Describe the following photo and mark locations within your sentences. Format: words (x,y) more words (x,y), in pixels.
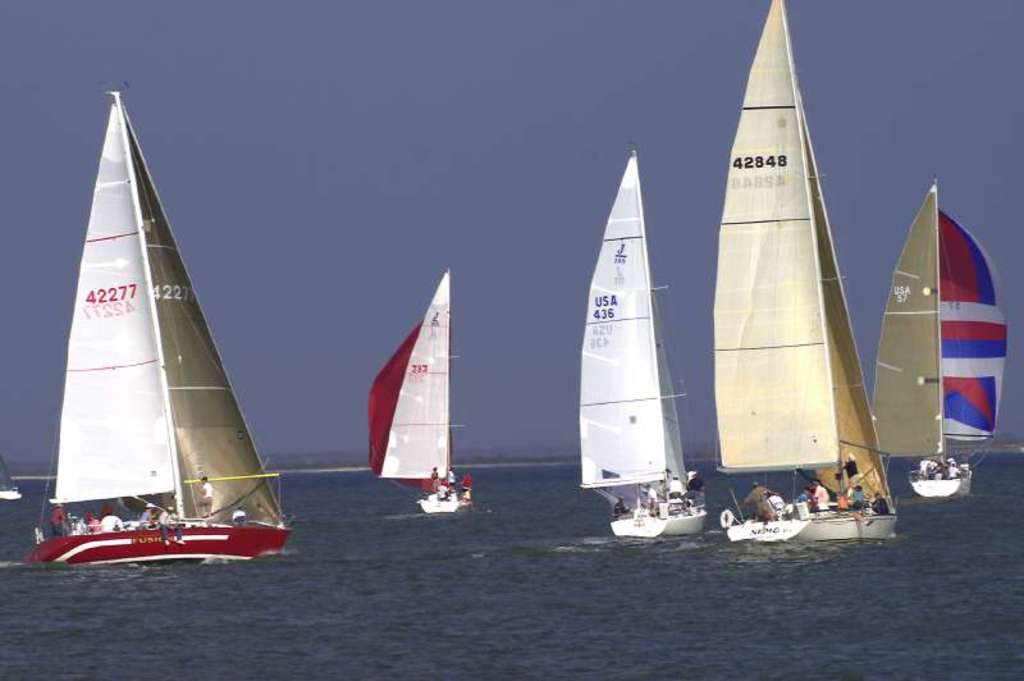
Here in this picture we can see number of boats (161,437) present in water (806,553) and we can also see people (854,499) sitting and standing in the boat (117,482) and we can see the sky (253,395) is cloudy.
